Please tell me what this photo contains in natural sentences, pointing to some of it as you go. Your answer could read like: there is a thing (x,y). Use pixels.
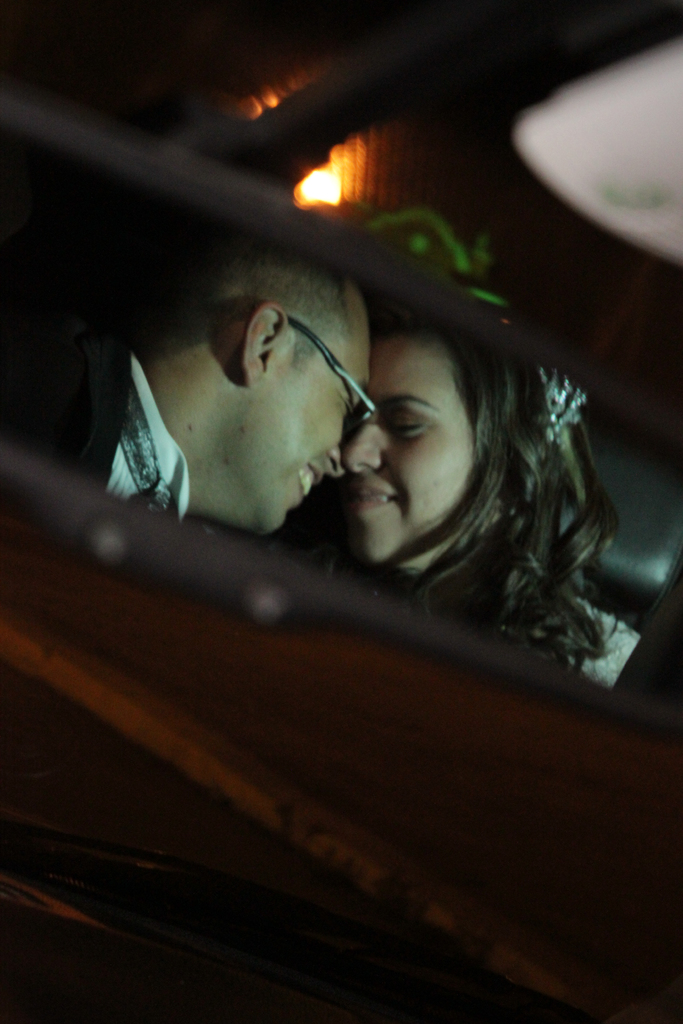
In this picture we can see two people (287,500) smiling, light (346,165), some objects (290,199) and in the background (332,89) it is dark.
